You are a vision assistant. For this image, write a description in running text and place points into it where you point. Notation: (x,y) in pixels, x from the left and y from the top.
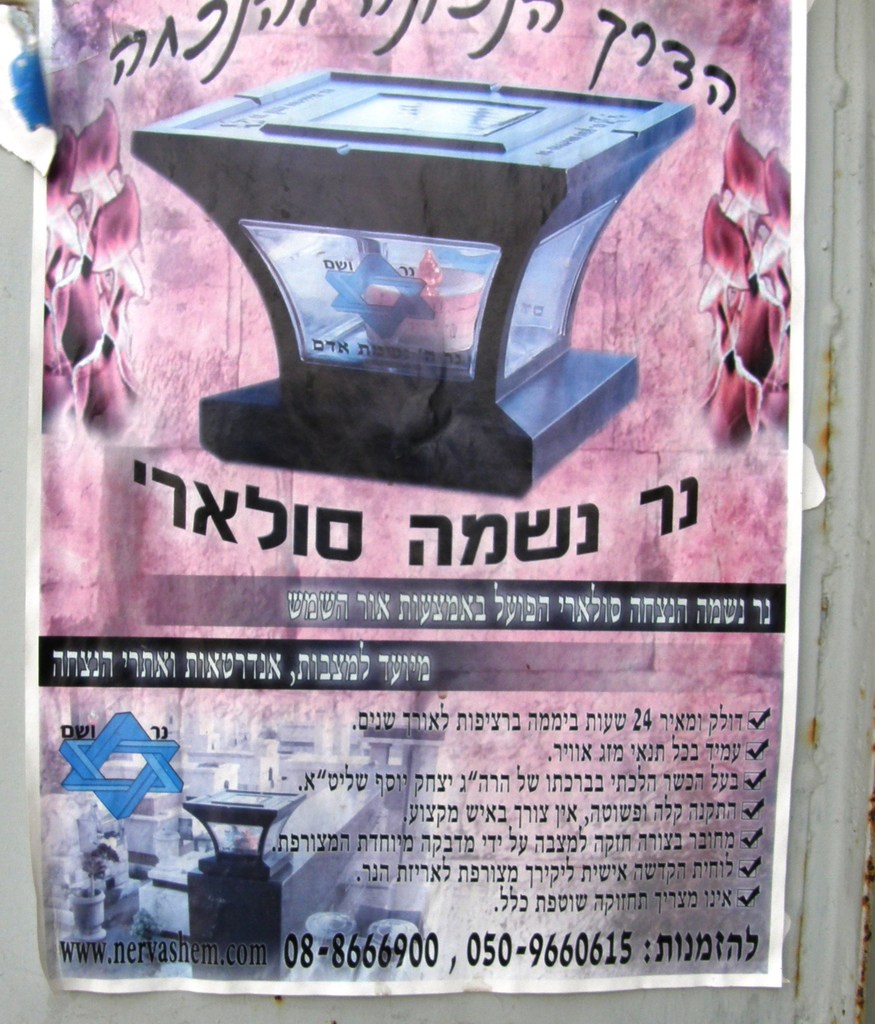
In this image we can see some poster (155,537) which is in pink color, there is some text (356,780) in it.
